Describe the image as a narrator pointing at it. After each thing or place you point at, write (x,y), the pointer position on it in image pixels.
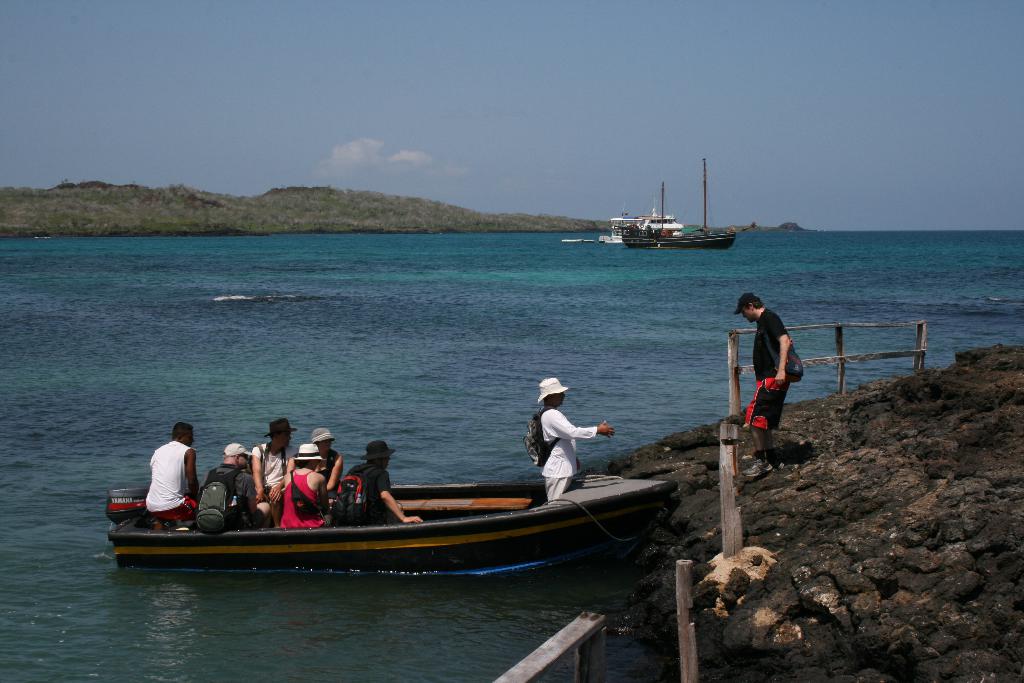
Few people (259,503) are sitting in a boat (503,496) and these two people (554,392) wore bags (538,440). We can see ships (647,224) and boat (554,502) above the water (537,307). Background (482,40) we can see grass (312,203) and sky (408,181).
